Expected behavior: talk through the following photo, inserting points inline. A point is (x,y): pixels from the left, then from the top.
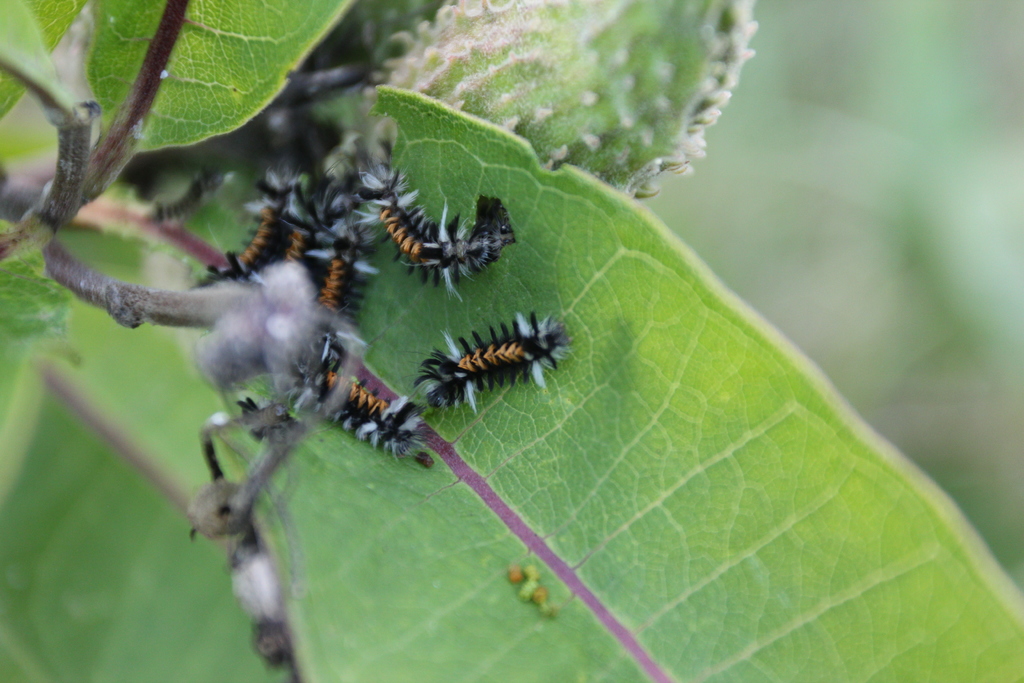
In the image we can see there are insects (295,221) on the leaf (550,452) and the background (928,245) is blurred.
